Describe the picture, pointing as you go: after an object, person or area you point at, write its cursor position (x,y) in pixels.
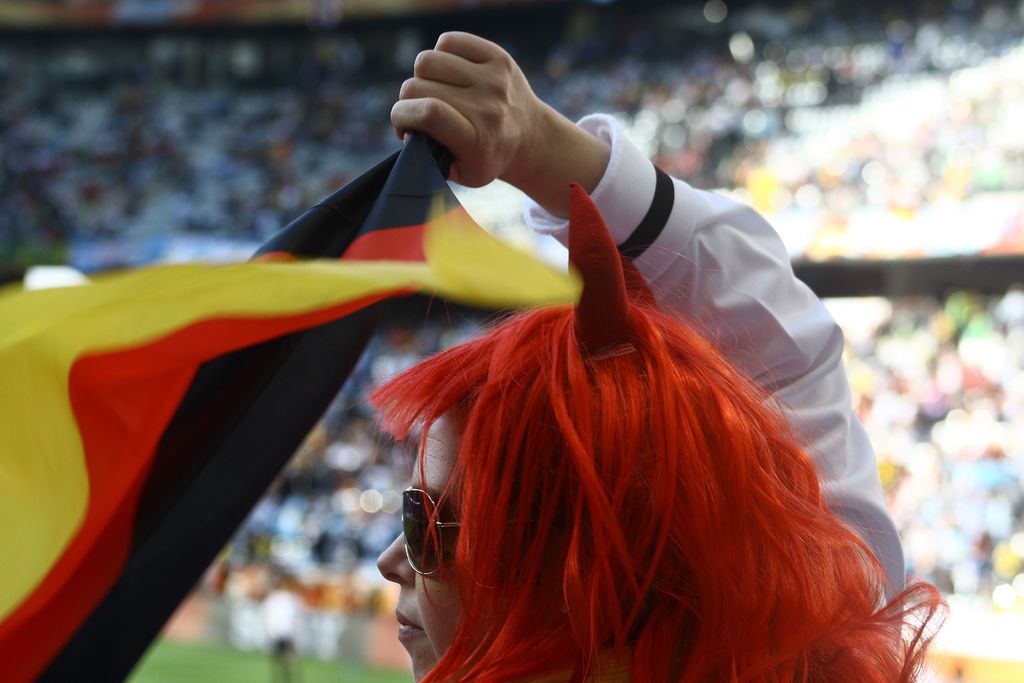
As we can see in the image in the front (733,278) there is a girl (681,310) holding cloth (35,393). In the background (1023,23) there are a lot of people (1006,42). The background (638,49) is blurred.
